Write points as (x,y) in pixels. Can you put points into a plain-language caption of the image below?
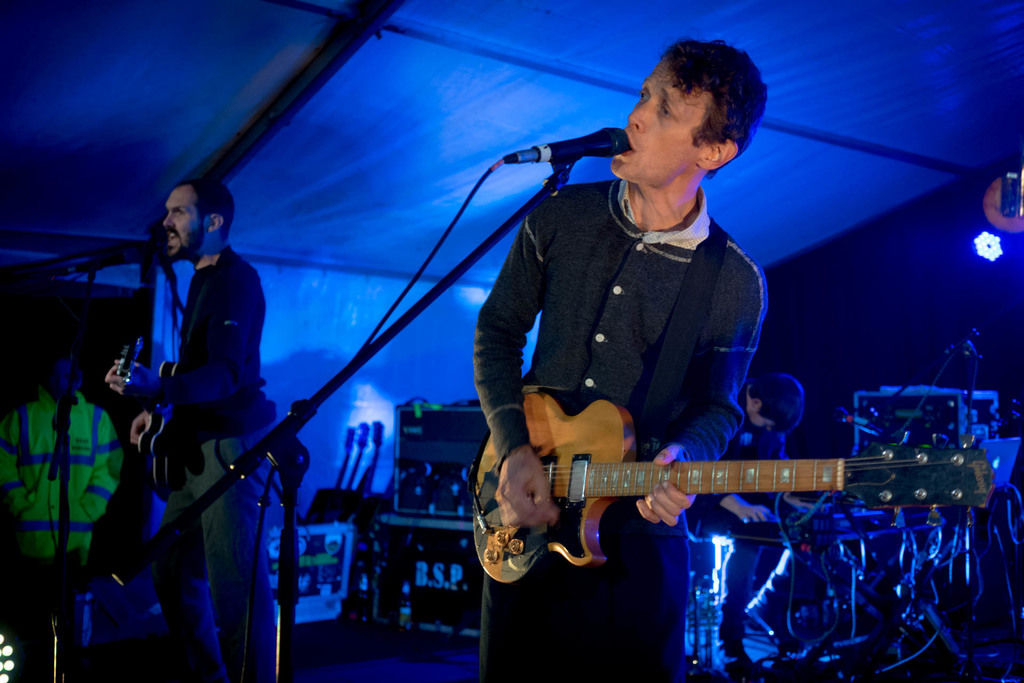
In this image we can see this two persons (587,369) are holding a guitar (609,445) in their hands (543,493) and playing it. They are singing through the mic (161,251) in front of them. In the background (760,561) we can see a man (751,502) sitting and there is a laptop (1001,453) in front of him.
